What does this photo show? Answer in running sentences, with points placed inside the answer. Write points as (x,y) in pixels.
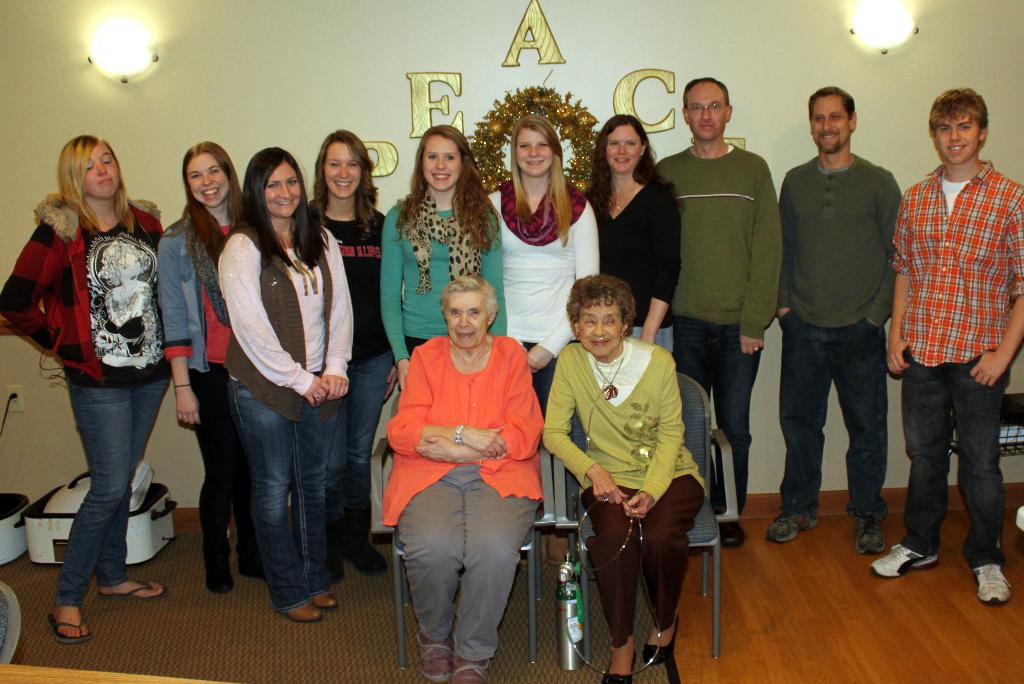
This picture is clicked inside the room (591,514). In front of the picture, we see two women (618,415) are sitting on the chairs (381,497). Behind them, we see many people (559,245) standing and all of them are smiling. Behind them, we see a white wall (288,110) on which alphabet boards (545,22) are placed. We even see the lights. On the left side of the picture (4,524), we see a box (153,533) in white and black color is placed on the carpet (50,579).
